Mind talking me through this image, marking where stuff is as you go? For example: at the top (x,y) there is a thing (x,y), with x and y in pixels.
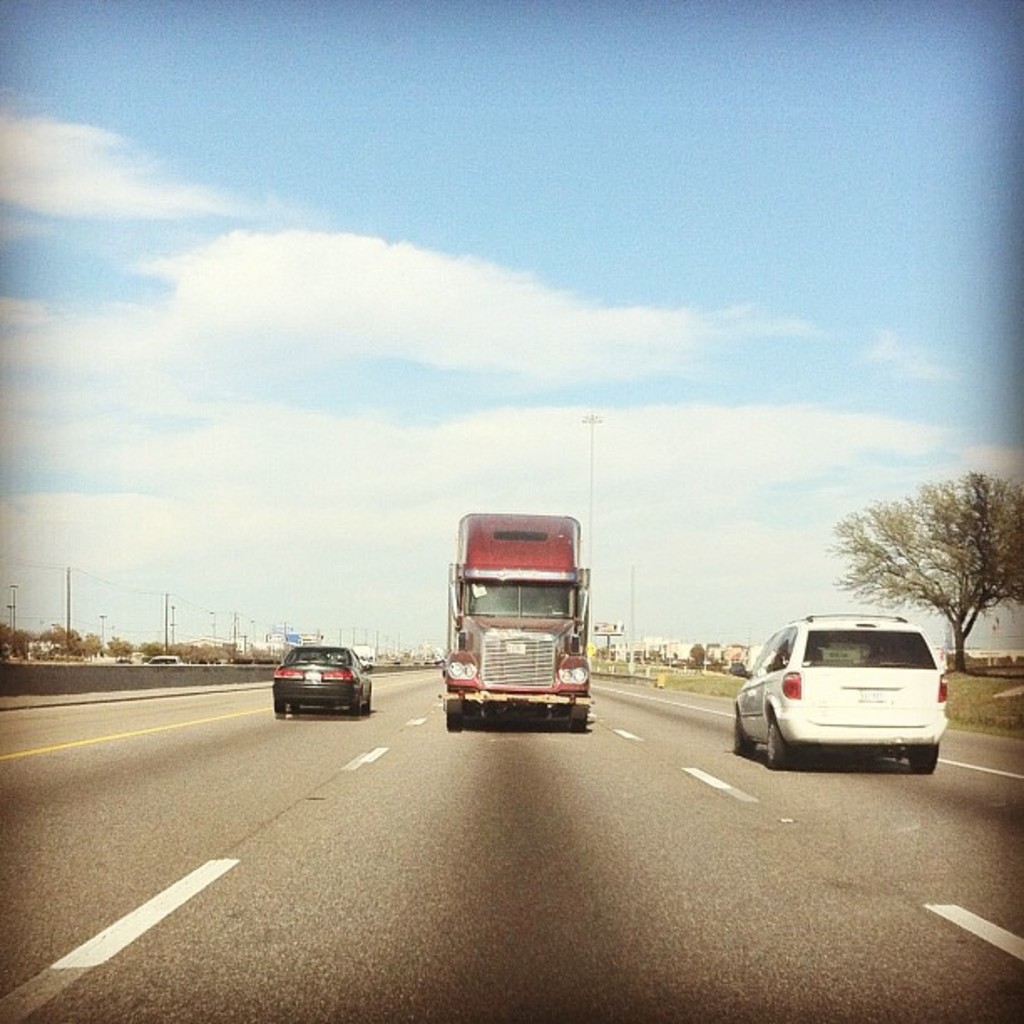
This picture is clicked outside the city. At the bottom (435,808), we see the road (519,825). We see the vehicles (324,669) are moving on the road (460,815). On the left side (224,679), we see the road railing (145,679), trees (76,649), buildings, poles (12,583) and street lights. On the right side (953,611), we see the trees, buildings (711,650) and street lights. At the top (546,176), we see the sky (529,160) and the clouds (266,441).
